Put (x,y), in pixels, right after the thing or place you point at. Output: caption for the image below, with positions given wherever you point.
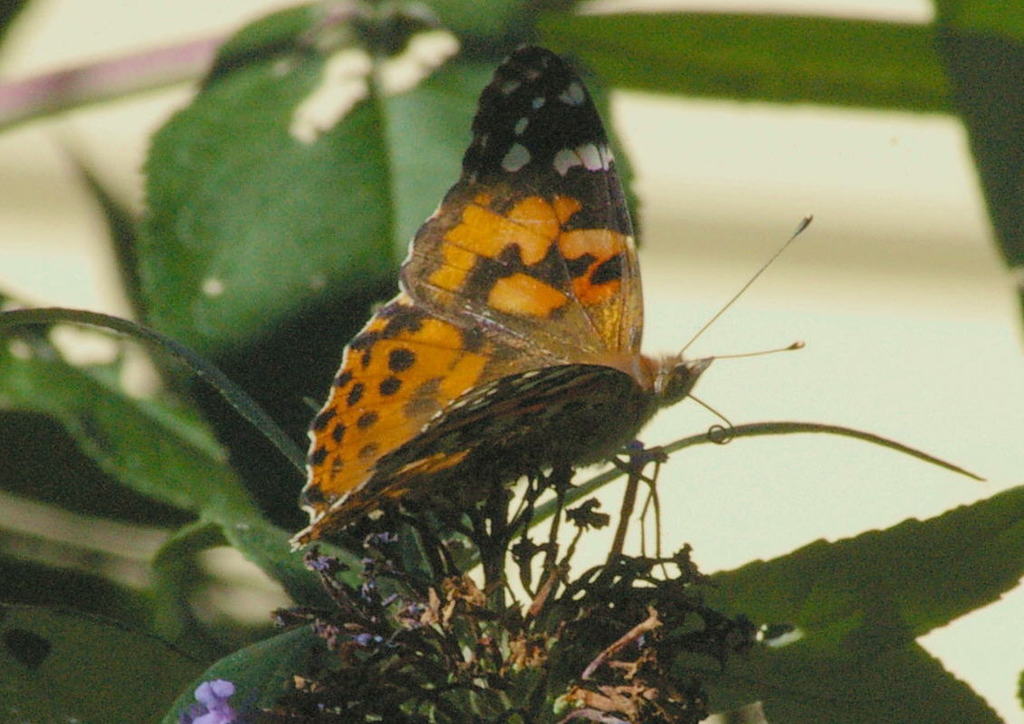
In this image we can see a butterfly (565,234) on the plant (332,321).
